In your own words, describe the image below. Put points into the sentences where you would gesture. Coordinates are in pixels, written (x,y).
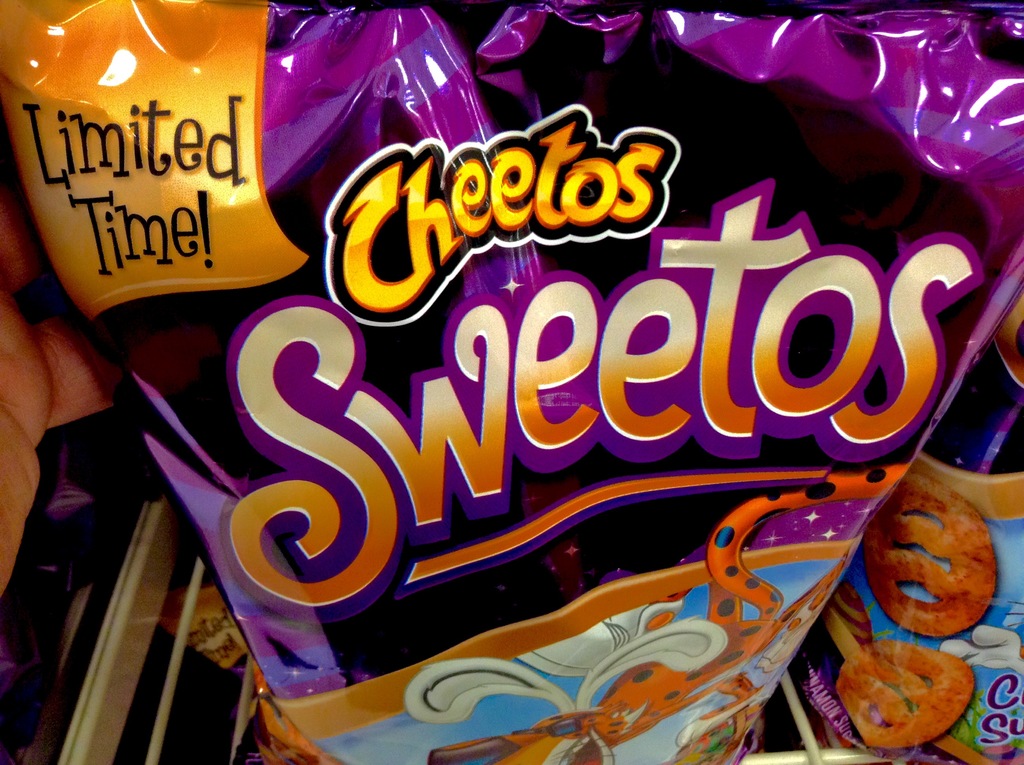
In this image, we can see some text (584,365) on the packet (531,501).
